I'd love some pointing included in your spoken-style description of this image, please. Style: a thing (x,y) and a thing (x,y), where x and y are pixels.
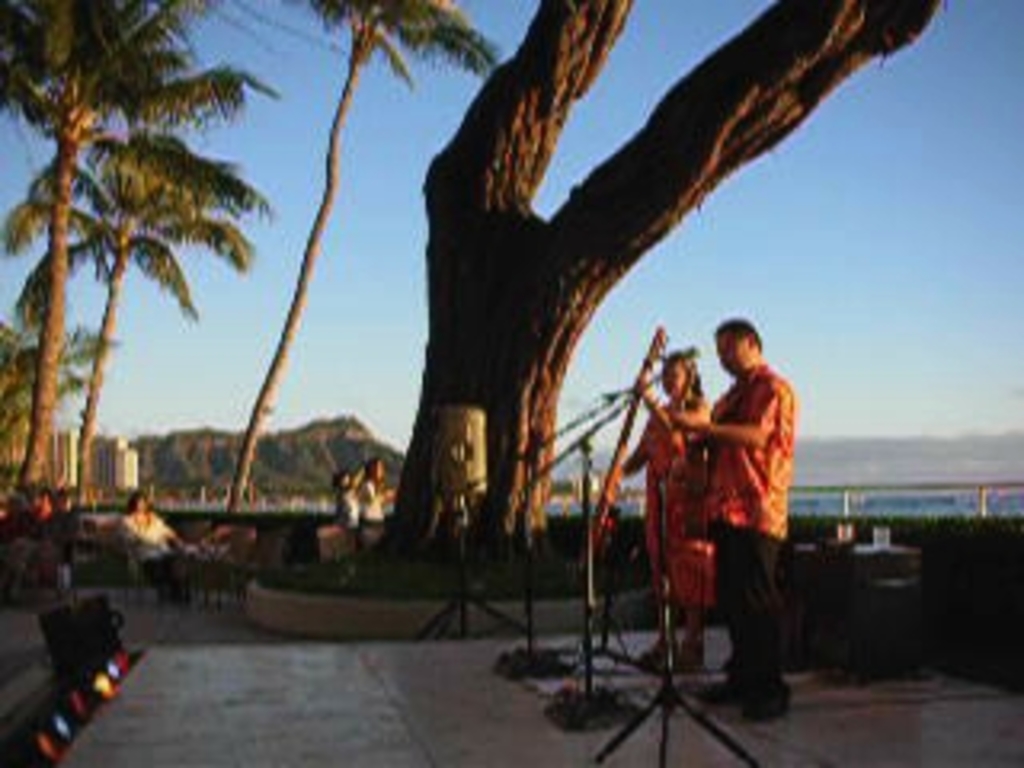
On the right side of the image (735,578) we can see two people (688,538) standing and there are mics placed on the stands (591,650). In the background (499,436) there are people (67,510) sitting, trees (259,410), hills (359,427) and sky (969,283).
